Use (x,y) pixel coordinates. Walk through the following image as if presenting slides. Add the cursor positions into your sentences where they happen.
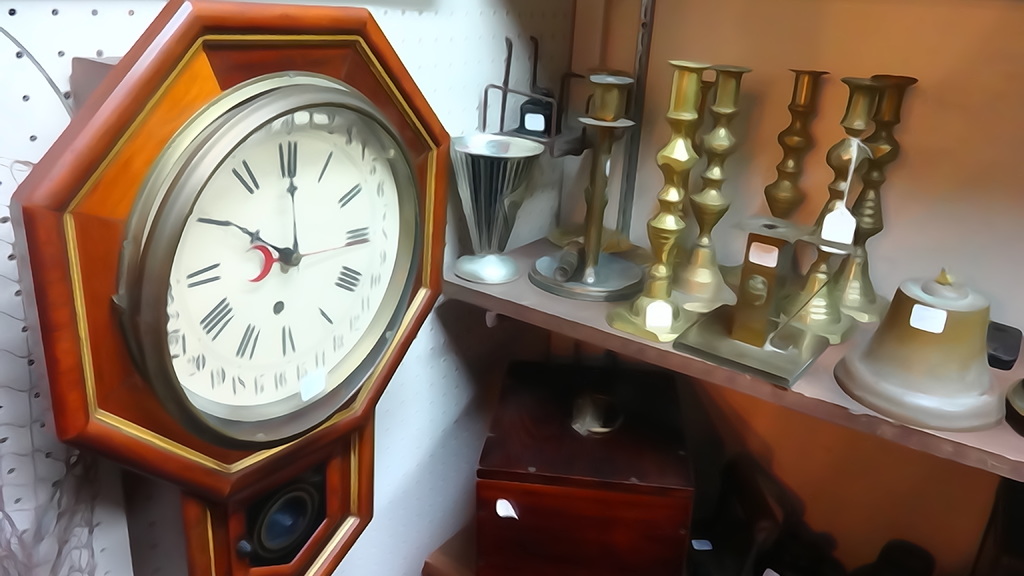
In this image we can see a wall clock (152,347) on the wall (63,117). On the right side (766,309), we can see a group of objects (781,277) on the racks (600,323).
